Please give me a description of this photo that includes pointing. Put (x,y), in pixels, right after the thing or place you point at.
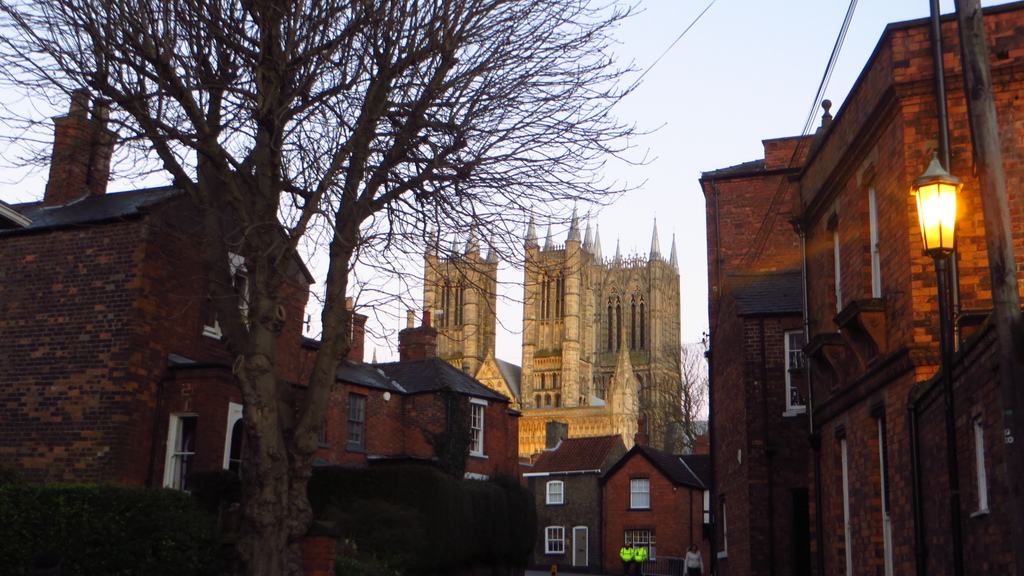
In this image, there are some buildings (794,359). There is a tree (284,240) in the middle of the image (366,196). There is light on the right side of the image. In the background of the image (745,101), there is a sky (711,116).
